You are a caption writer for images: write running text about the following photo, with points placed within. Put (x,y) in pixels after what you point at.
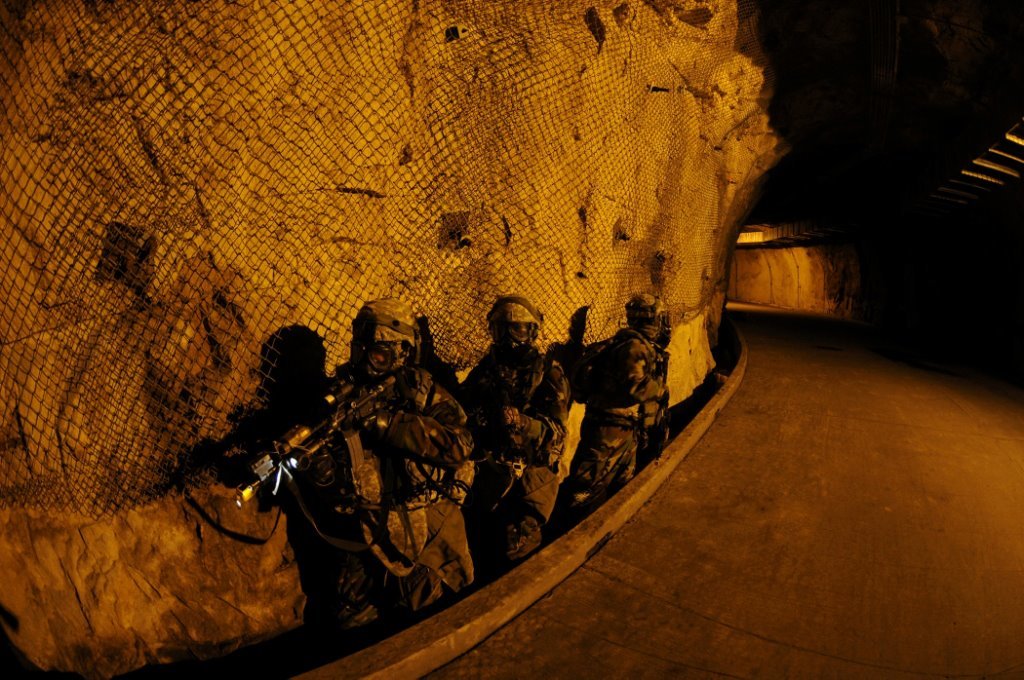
In the image there are few people (413,401) wearing similar costumes (455,445) and holding some weapons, beside them there is a path (846,369) and in the background (157,142) there is a net (444,293).
